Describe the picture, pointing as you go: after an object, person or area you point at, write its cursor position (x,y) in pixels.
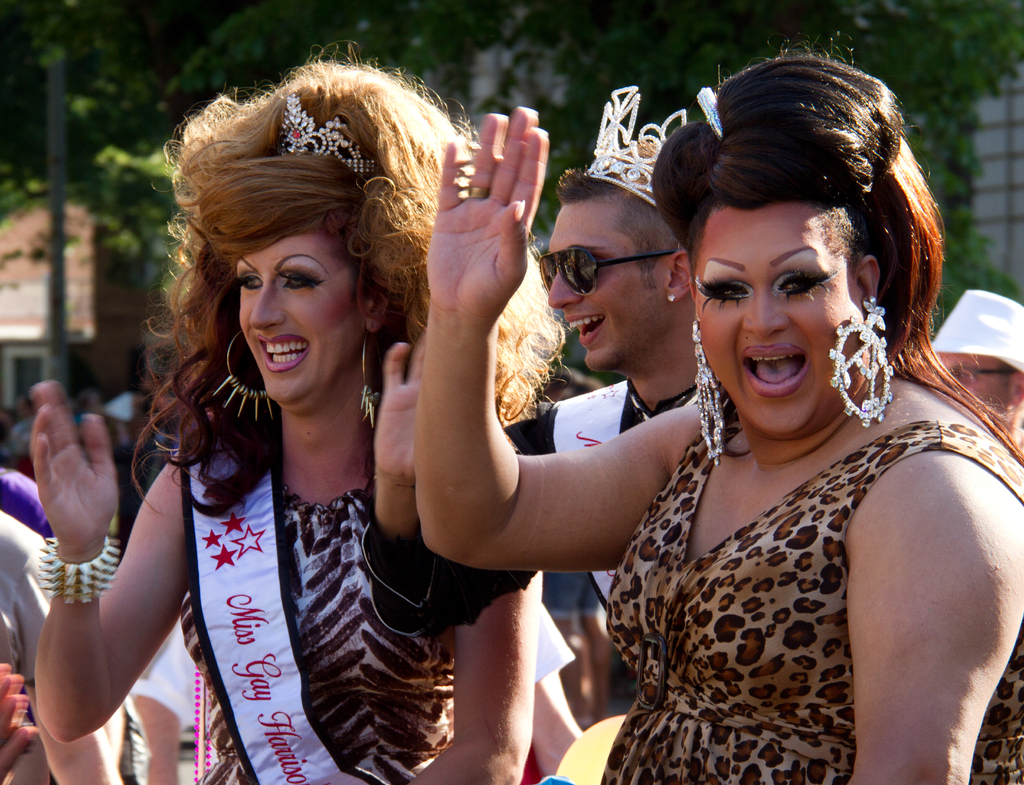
This picture is clicked outside. In the foreground (315,569) we can see the two women (285,459) wearing dresses (339,647), smiling and seems to be standing. In the background (74,62) we can see the group of persons (620,293), trees (547,76), metal rod (61,358) and many other objects (126,363).
